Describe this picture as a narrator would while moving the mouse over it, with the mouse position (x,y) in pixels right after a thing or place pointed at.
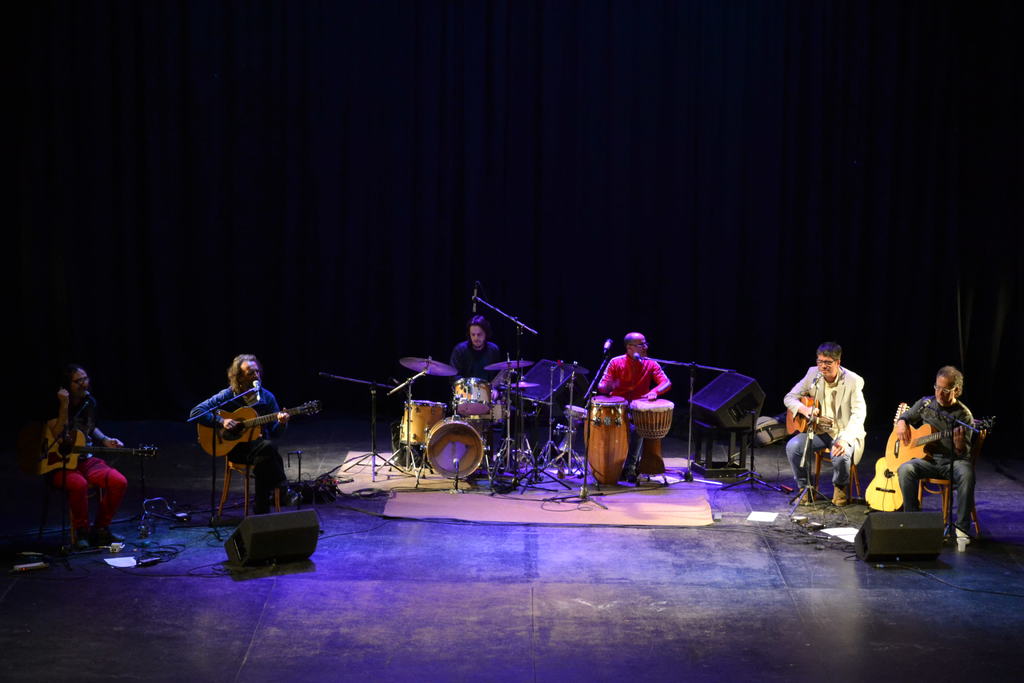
In this picture there is a music band (918,460) playing a different musical instruments (489,413) of them, sitting on the stools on the floor (529,539). In the background (600,259) there is a curtain (471,223).
